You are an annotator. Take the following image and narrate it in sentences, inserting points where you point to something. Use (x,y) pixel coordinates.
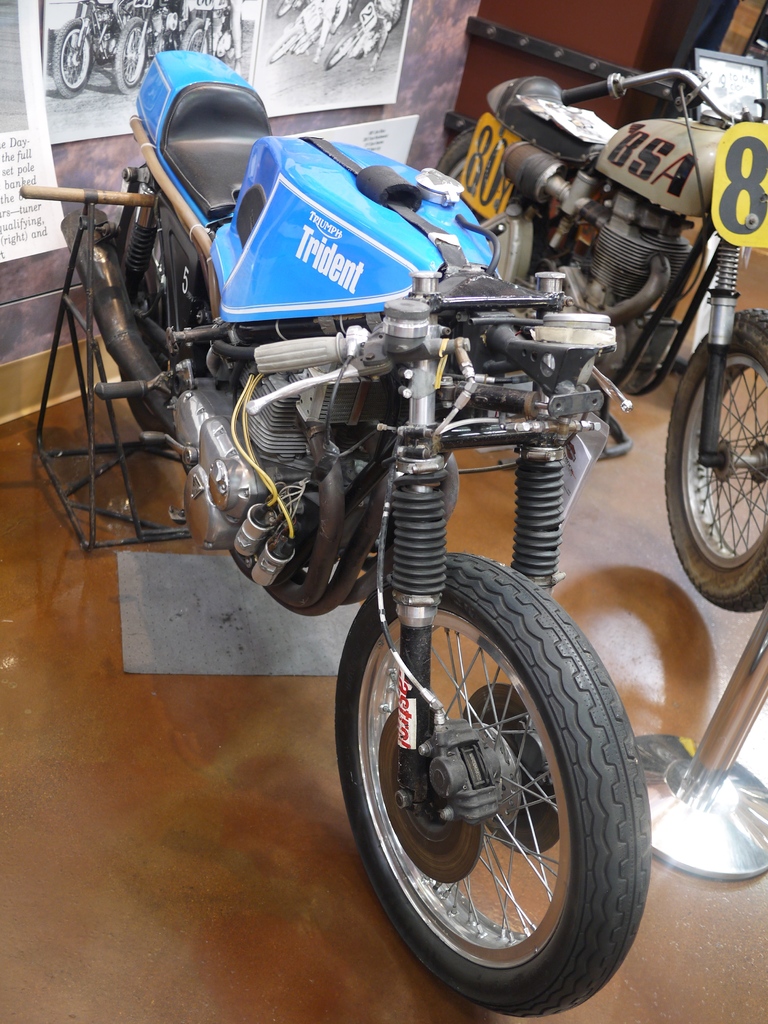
We can see bikes (631,352) and stand (712,746) on the floor (272,681), behind these bikes (355,205) we can see posters (20,147) on a wall (483,13).
